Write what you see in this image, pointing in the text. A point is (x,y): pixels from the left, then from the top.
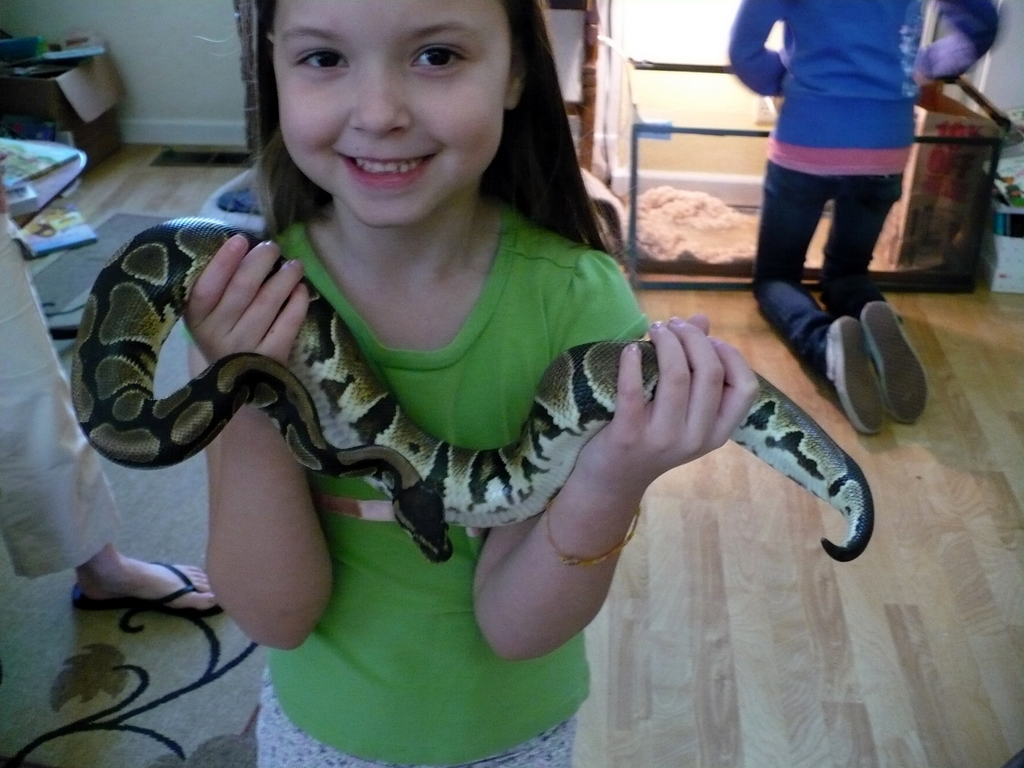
In this picture there is a girl (444,350) wearing a green top (461,424) is holding a snake (386,437) in her hand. There is a woman (834,134) wearing a blue top (839,124) is kneeling down. There is also another who is standing on the carpet (124,614). There is a box (61,101) and few things (75,53) in it.
